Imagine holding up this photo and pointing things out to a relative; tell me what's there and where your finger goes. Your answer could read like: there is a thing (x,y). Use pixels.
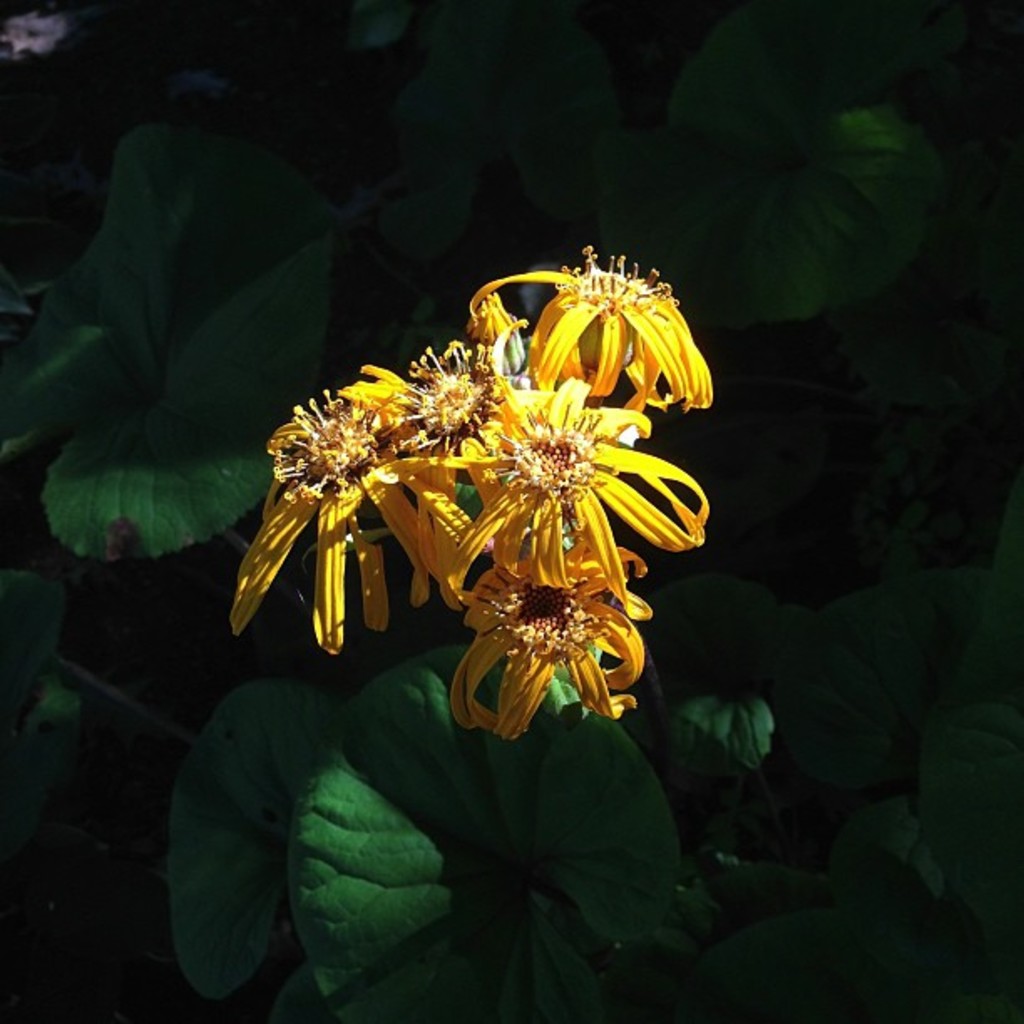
In this image we can see some plants (483,698) with yellow flowers (461,368).
